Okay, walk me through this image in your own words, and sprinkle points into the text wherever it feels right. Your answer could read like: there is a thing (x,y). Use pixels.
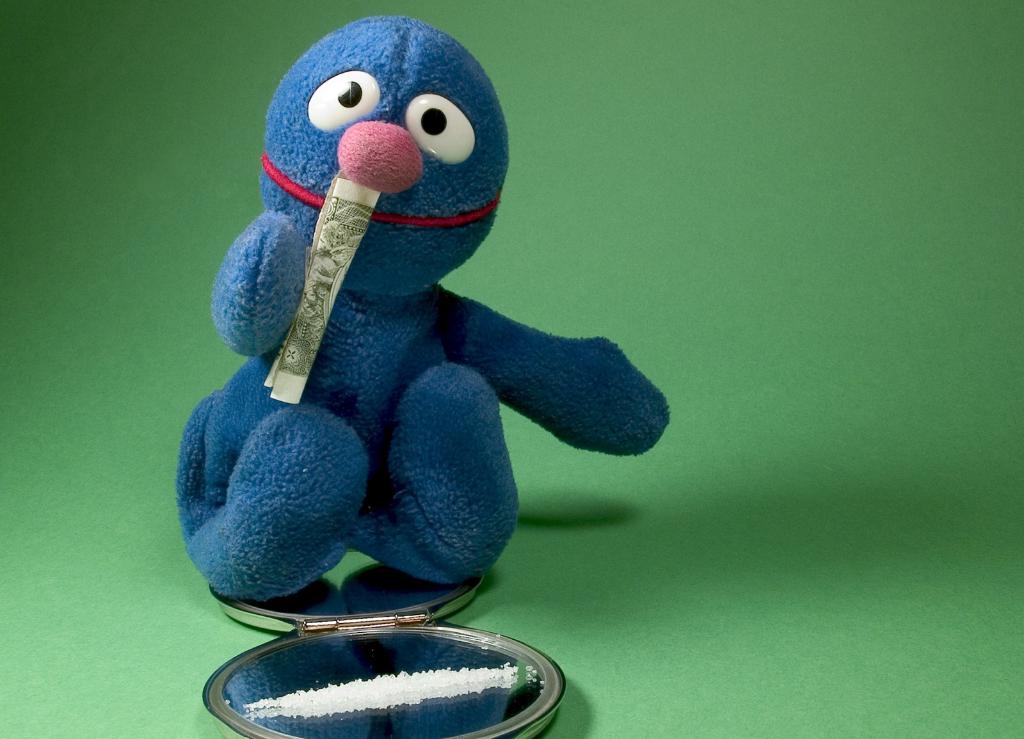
In this image we can see a toy (333,335), a paper (332,301) on the toy (355,526) and an object (346,618) under the toy (357,540) and a green background (748,290).
